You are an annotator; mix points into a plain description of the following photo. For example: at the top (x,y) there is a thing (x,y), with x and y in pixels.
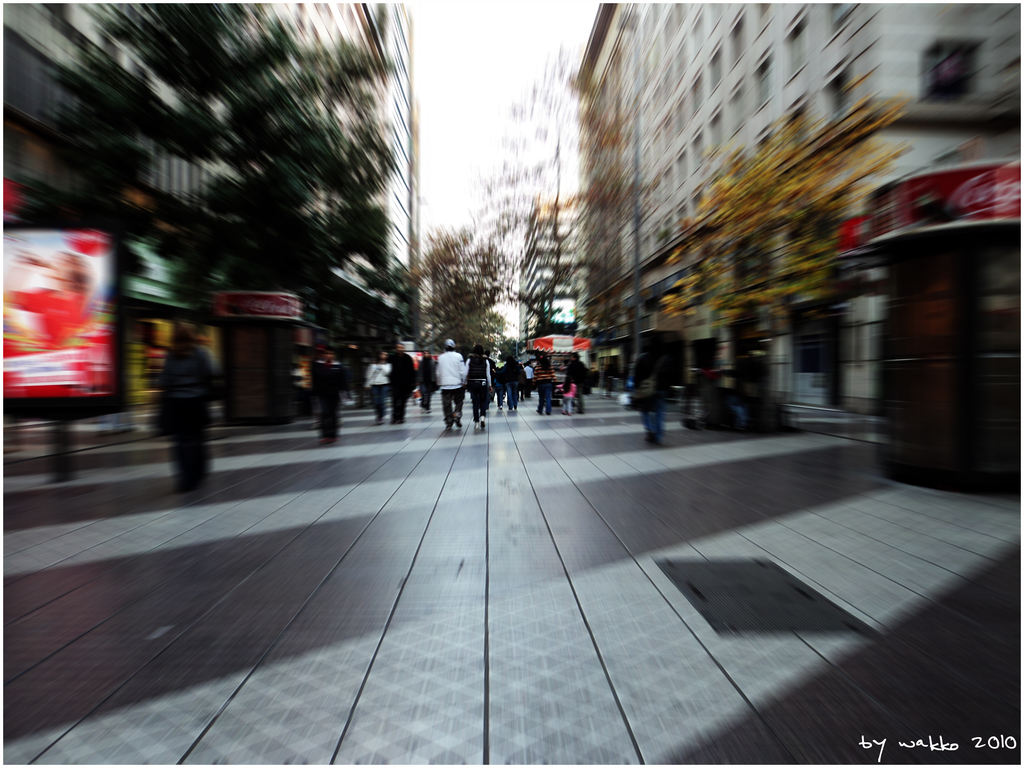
In this picture we can see a group of people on the ground (462,602) and in the background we can see buildings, trees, sky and some objects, in the bottom right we can see some text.
